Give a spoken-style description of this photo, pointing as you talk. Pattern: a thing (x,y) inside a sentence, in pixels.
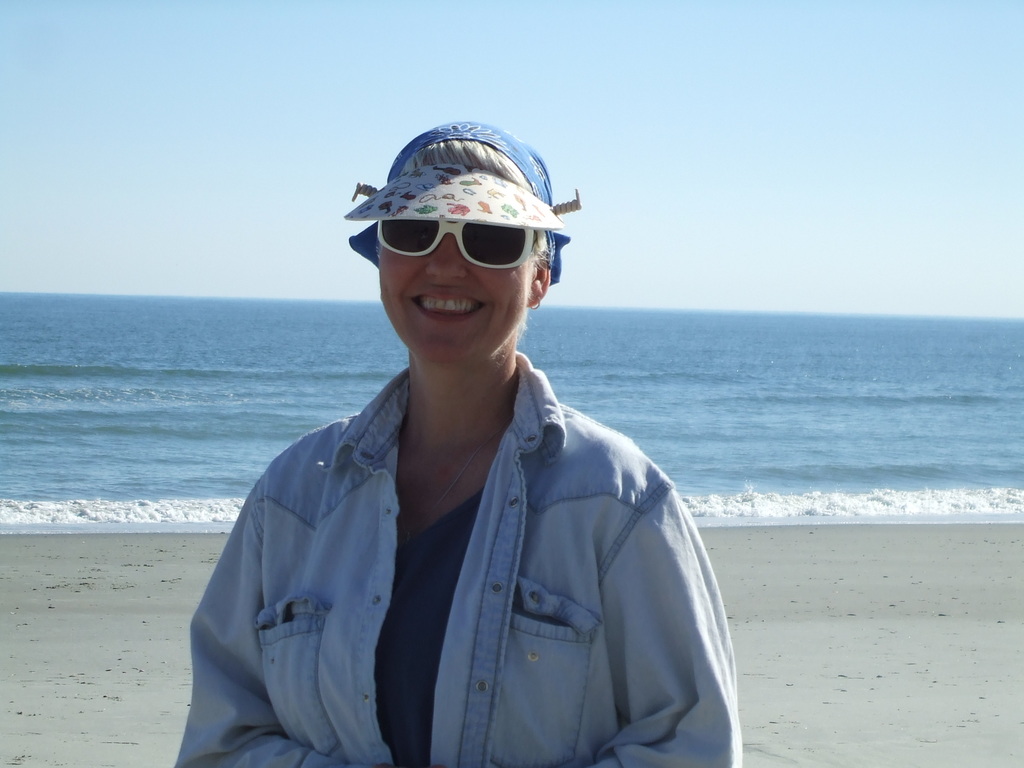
In the center of the image (540,480) we can see a lady (486,411) standing and smiling. She is wearing a jacket (637,539). In the background (692,397) there is a sea (526,350) and sky (308,206).
